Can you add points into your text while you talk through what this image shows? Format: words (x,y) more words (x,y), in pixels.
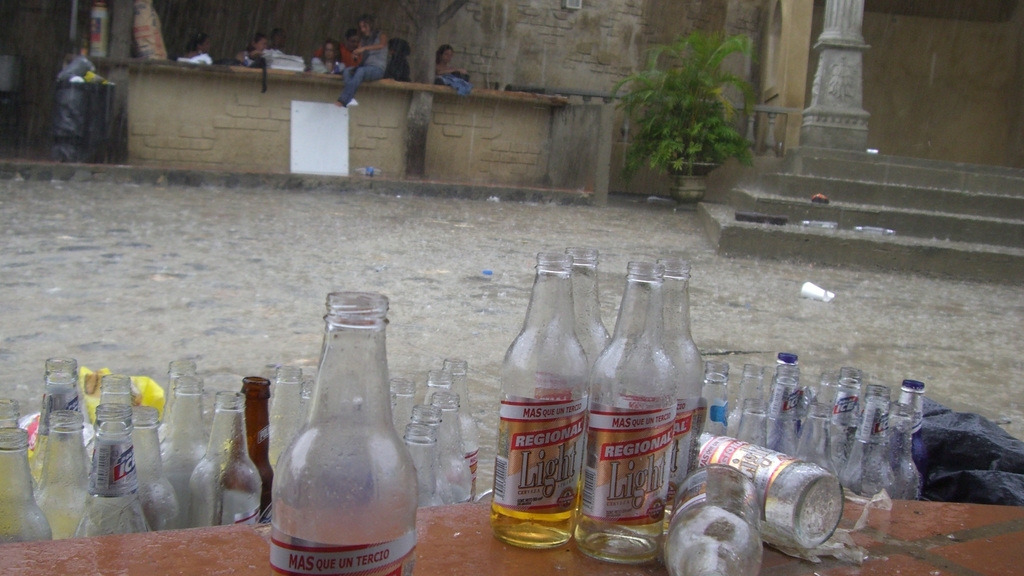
This picture is taken outside. Towards the bottom (402,518) there are some empty bottles (270,475). Towards the right (853,112) there are stairs (720,232) and a pillar (827,145), besides the stairs (756,184) there is a plant (636,148). Towards the left (253,115) there is a wall (233,165), on the wall (239,139) there are some people (353,105) sitting on it. Towards the left corner (69,117) there is a dustbin (75,91).
